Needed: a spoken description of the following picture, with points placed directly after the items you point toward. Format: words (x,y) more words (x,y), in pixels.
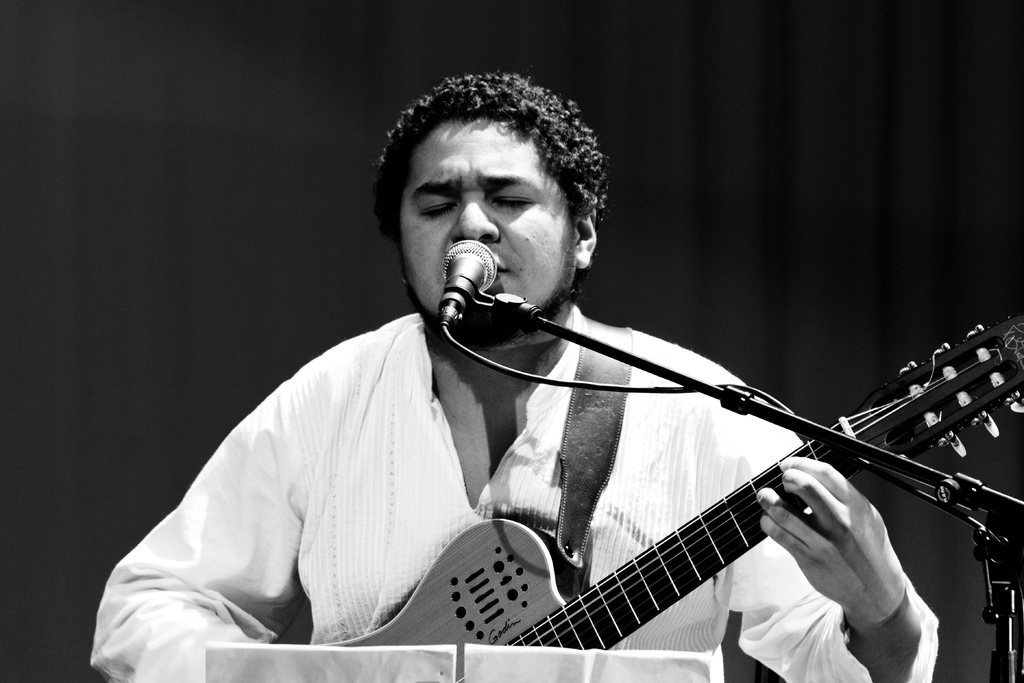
Here we can see a person (527,217) sitting and singing, and holding a guitar (553,555) in his hands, and in front (461,298) here is the microphone (453,284).
